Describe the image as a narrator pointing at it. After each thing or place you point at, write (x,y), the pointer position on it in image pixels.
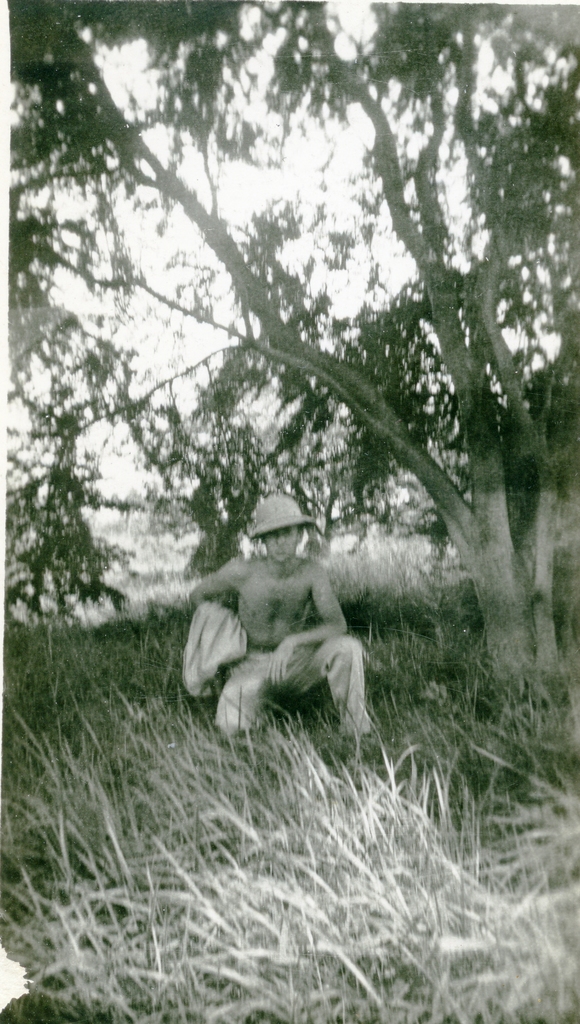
It is an old image there is a man (284,664) sitting on the grass (269,690) in a squatting position and beside the man (324,586) there is a big tree (487,557).
